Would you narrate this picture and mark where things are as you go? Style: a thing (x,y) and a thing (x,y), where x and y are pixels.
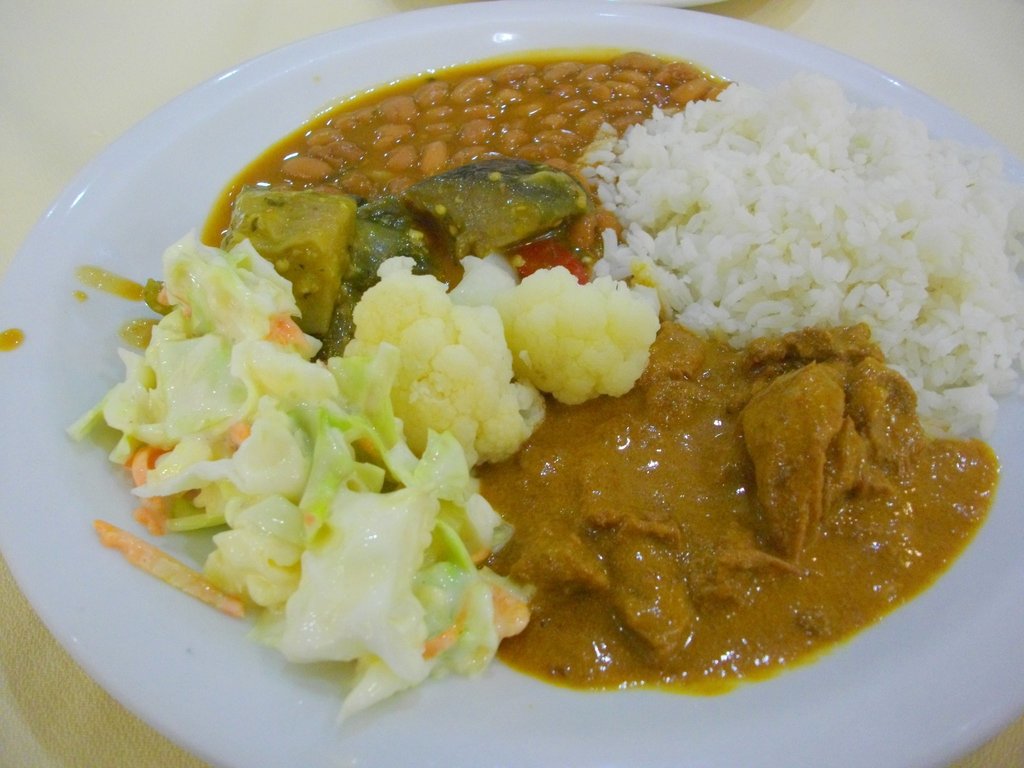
In this picture we can see a plate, on this plate (489,652) we can see food items (527,647) and this plate (515,650) is placed on a platform (94,690).
